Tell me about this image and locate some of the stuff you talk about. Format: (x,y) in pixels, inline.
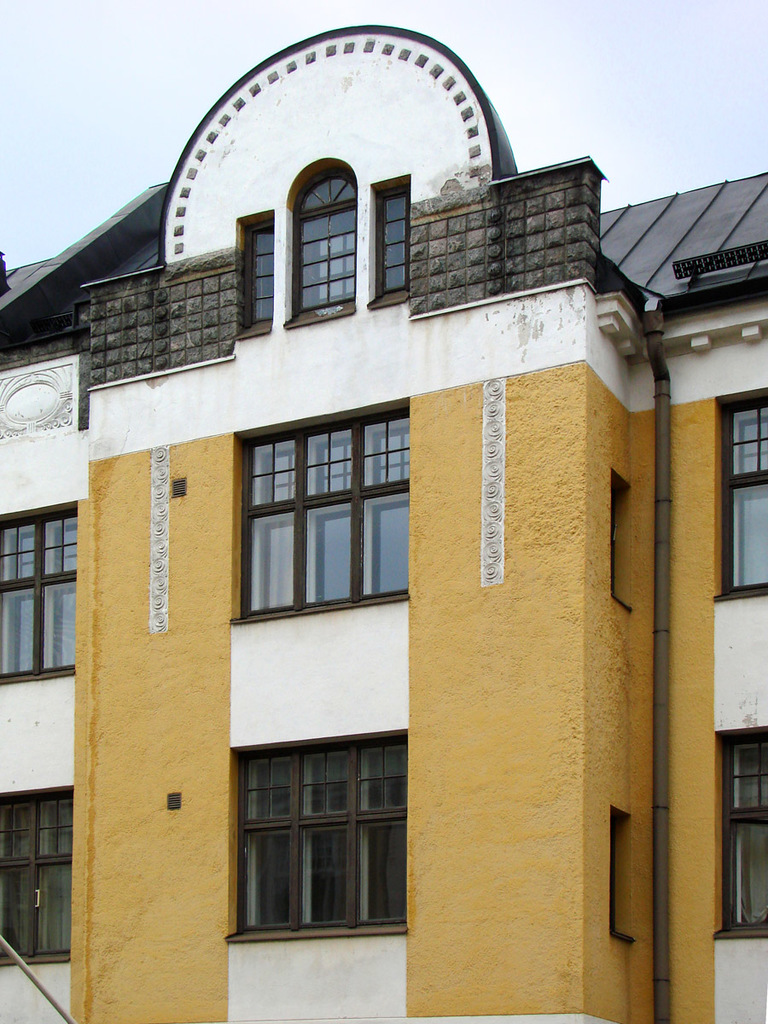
In this image at front (134,495) there is a building (305,341) and at the background (543,76) there is sky (92,91).
